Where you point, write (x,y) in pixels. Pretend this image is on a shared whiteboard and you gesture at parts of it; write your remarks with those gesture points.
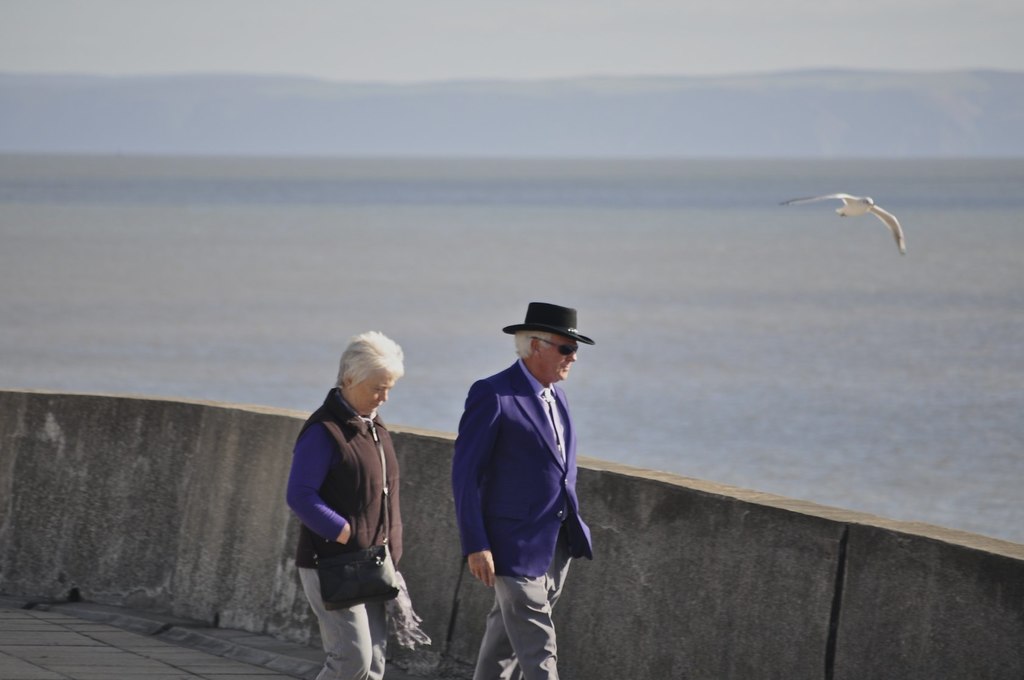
In this image we can see a man (551,504) and woman (343,665). Man (525,466) is wearing purple color coat (518,494) with pant (530,613) and hat (552,321). Woman (339,476) is wearing jacket (359,501) and carrying black color bag (355,581). Behind them boundary (600,534) is there and an ocean (642,292) is present. We can see one bird (845,206) is flying in the air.
